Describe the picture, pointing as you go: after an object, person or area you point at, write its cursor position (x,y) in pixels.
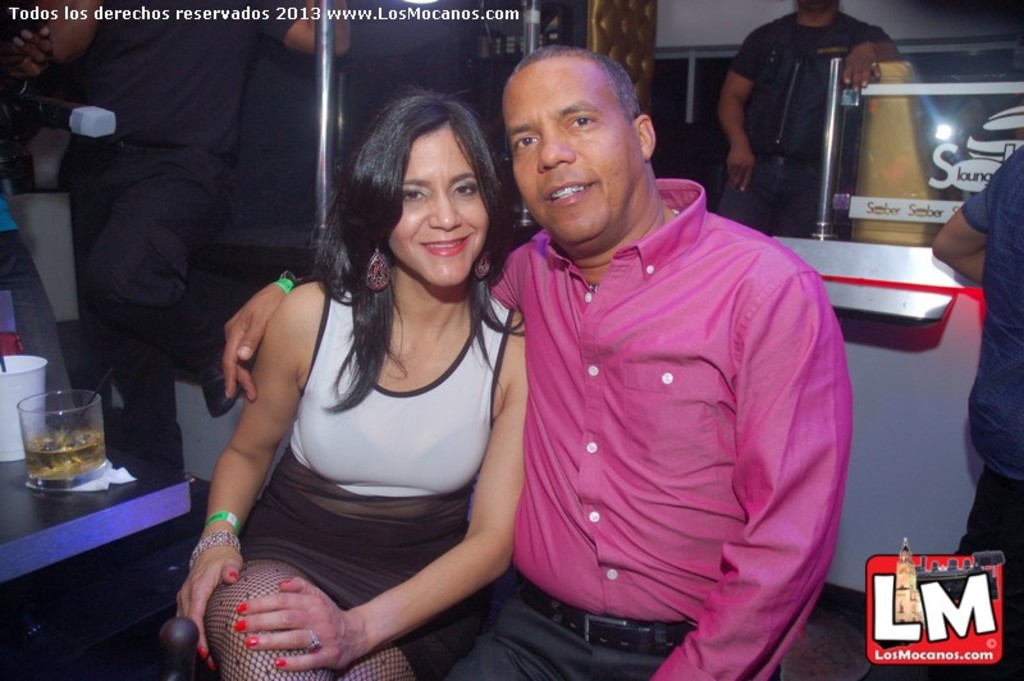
Here I can see a man (548,443) and a woman (390,450) are sitting, smiling and giving pose for the picture. On the left side (37,517) there is a table (95,517) on which two glasses (64,438) and a tissue paper (108,479) are placed. In the background (139,257), I can see some more people (162,218) standing. On the right side (855,318) there is another table (948,403) and a glass (896,209). At the top of the image (706,16) there is a wall (723,18).
